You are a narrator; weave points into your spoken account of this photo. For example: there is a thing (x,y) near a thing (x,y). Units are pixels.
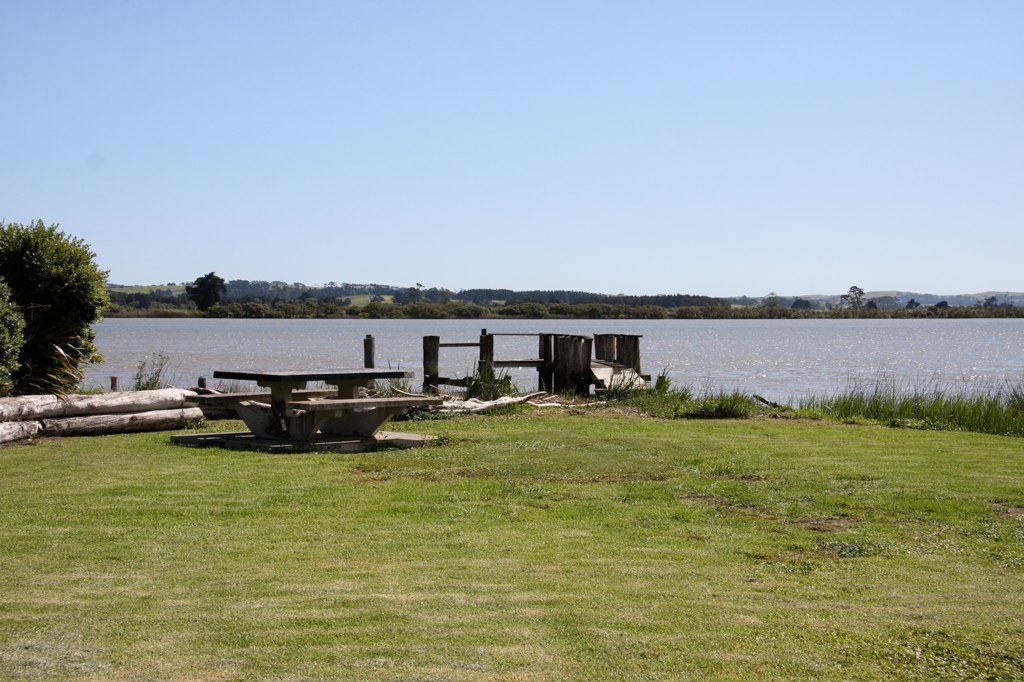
In this image I can see grass (306,650) in the front (327,577). There is a bench (267,414), wooden logs (23,416) and a tree (42,391) on the left (39,387). There is water (949,345) in the center (664,345) and there are trees (466,300) at the back (270,300).
